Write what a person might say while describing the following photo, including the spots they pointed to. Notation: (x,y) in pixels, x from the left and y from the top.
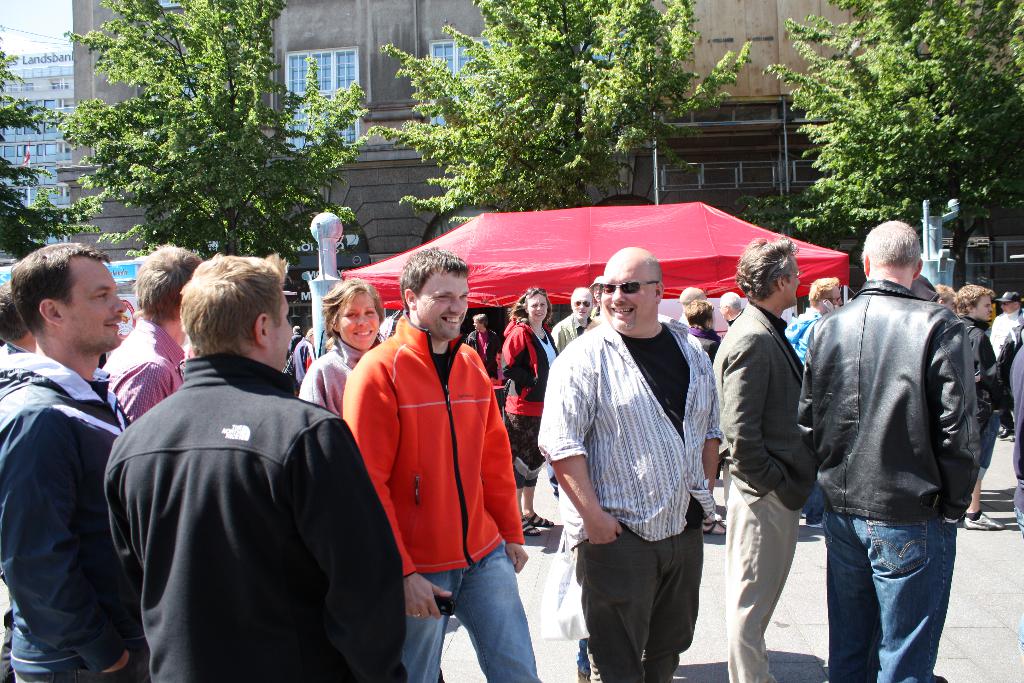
In the picture there is a road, on the road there are many people (582,405) present, beside there is a tent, there are trees (585,104), there are buildings (51,94), there is some text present on one of the buildings (68,62).
